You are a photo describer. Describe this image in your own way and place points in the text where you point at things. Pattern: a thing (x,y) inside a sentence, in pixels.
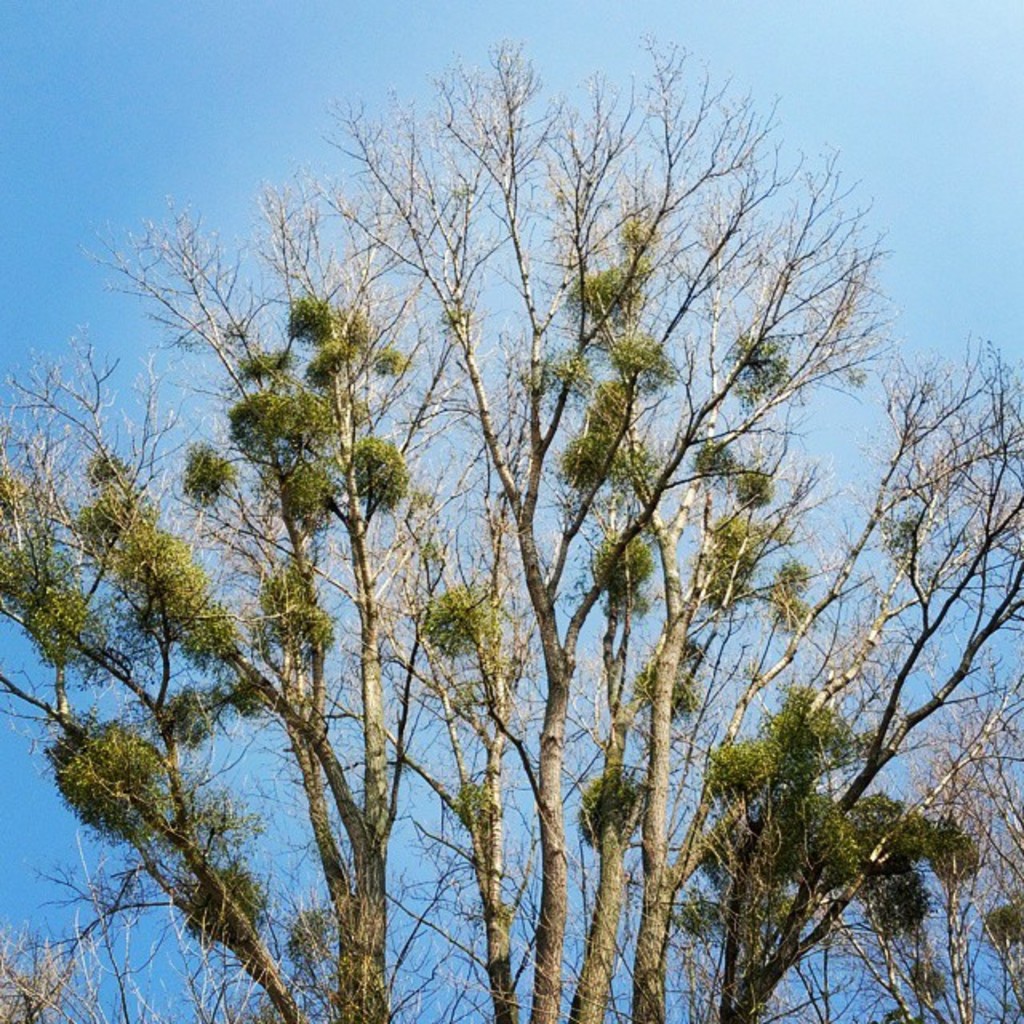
In the image there is a tree (311,735) in the front (655,677) and above its sky (218,39).
